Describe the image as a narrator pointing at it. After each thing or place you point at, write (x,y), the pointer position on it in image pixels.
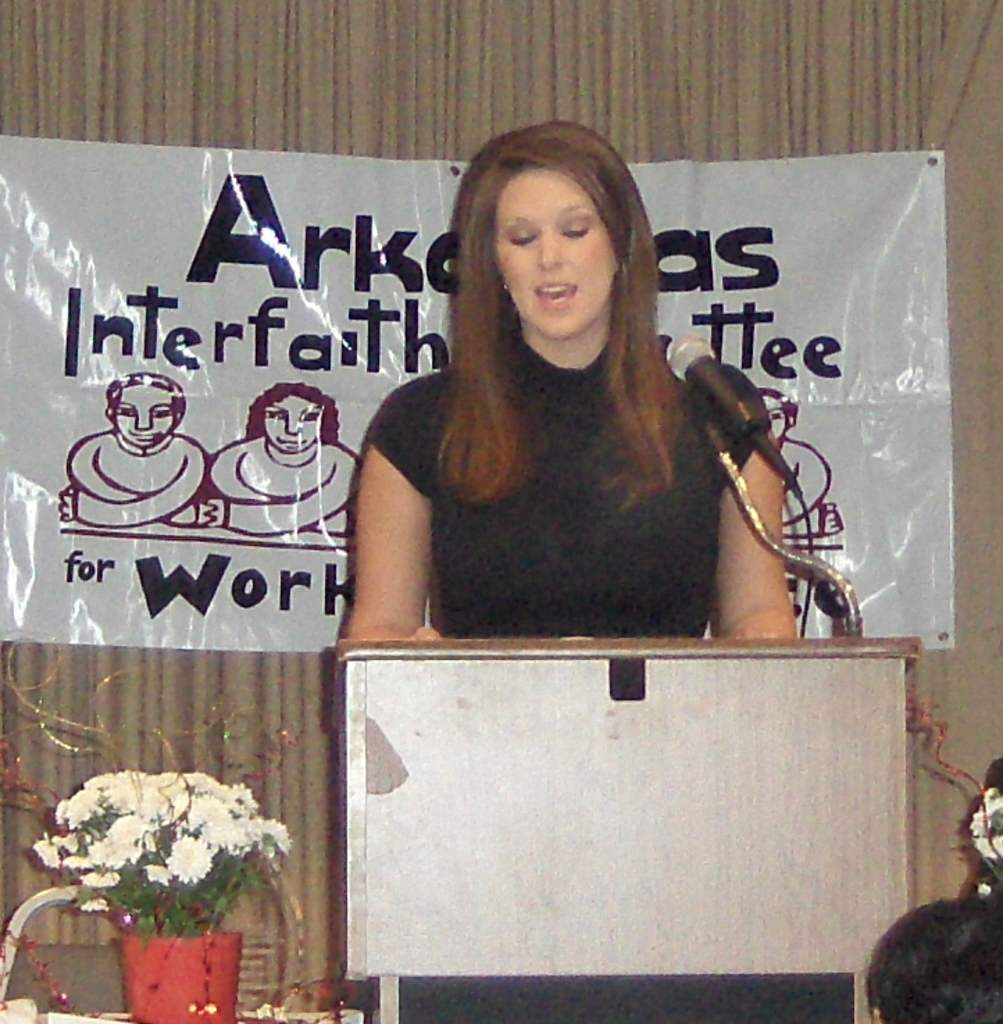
In this picture, we can see a lady (600,300), and we can see the podium (663,712), microphone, plant (139,782) with flowers (49,861) in a pot (220,959), and in the background (340,326) we can see poster (230,247) with some text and images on it, and in the bottom right corner (976,987) we can see some object (896,972).
